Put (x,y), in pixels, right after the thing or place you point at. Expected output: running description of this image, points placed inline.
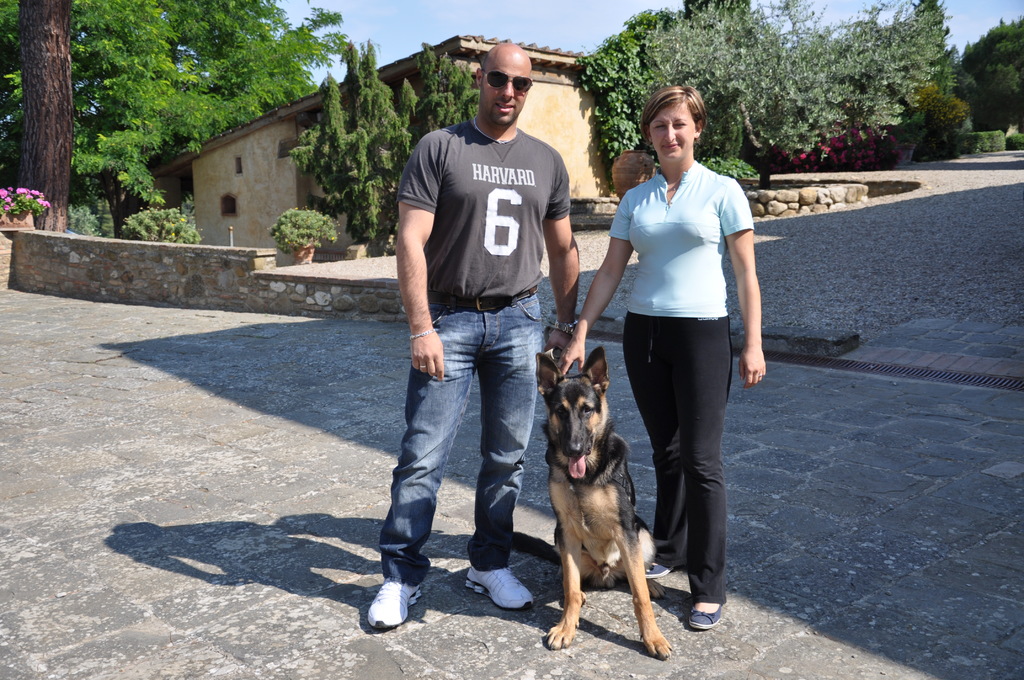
This picture shows a man (518,50) and woman (662,91) standing holding a dog (596,534) and we see a house (532,54) and few trees (769,98) on their back.
